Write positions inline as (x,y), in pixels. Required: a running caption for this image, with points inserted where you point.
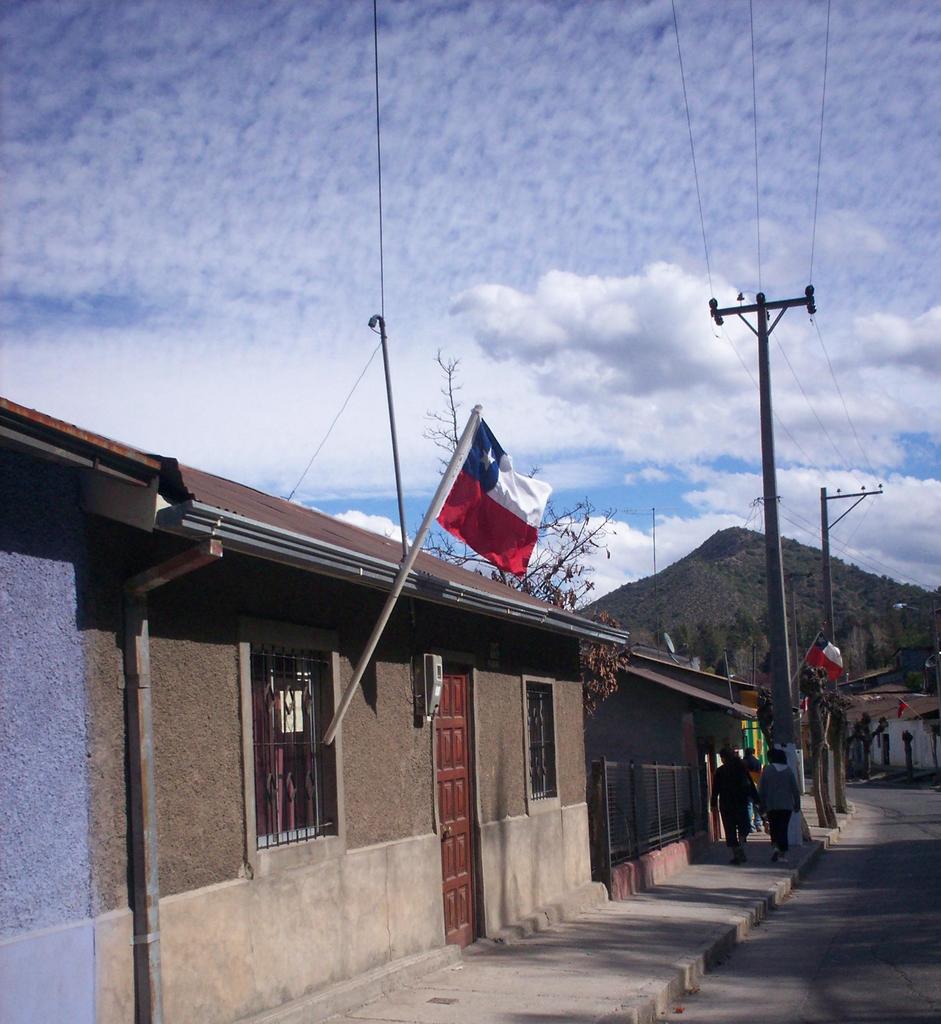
Sky (432,144) is cloudy. Here we can see houses (659,717), windows (543,737), door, mesh (626,809), current pole (791,667), flag (841,660), trees (745,670) and people (773,795). Far there is a mountain (876,616).
